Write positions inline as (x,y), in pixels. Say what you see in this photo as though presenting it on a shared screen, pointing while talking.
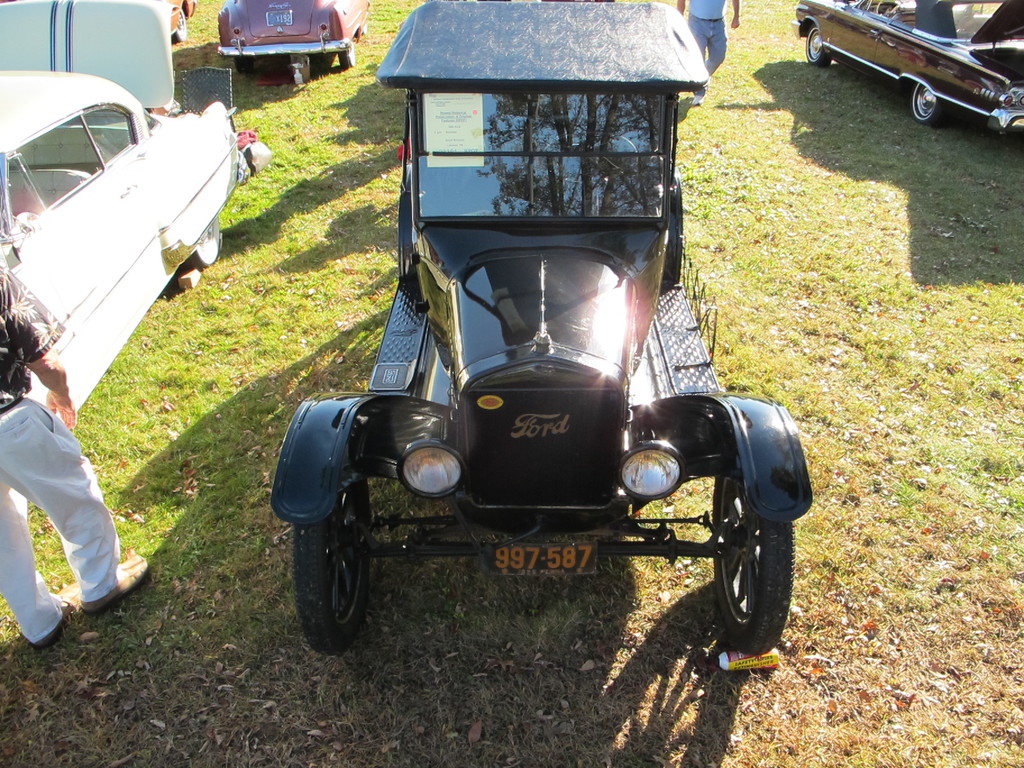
In this image we can see antique cars (800,14) parked on the grass (792,176). Here we can see these people (66,534) walking on the grass (772,253).
